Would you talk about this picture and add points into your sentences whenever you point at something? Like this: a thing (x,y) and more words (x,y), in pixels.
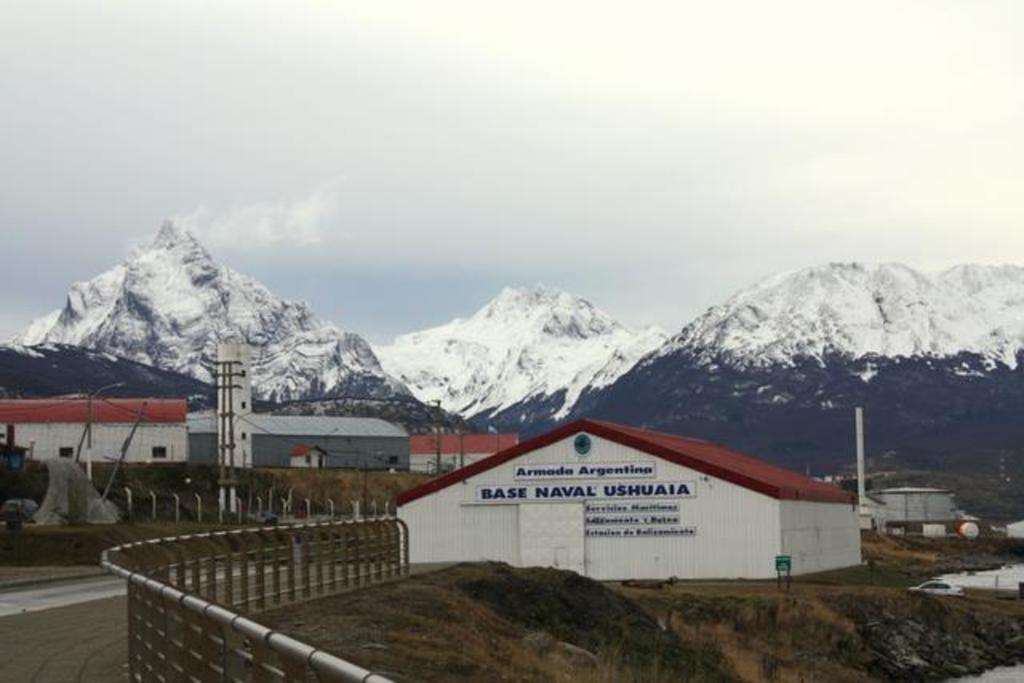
In this picture we can see there are houses (672,511) and electric poles (214,373) with cables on the path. On the left side of the houses (482,546) there is a path (50,596) and the fence (309,537). Behind the houses (271,441) there are snowy hills (646,360) and the sky (463,85). On the path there is a vehicle (926,583).
